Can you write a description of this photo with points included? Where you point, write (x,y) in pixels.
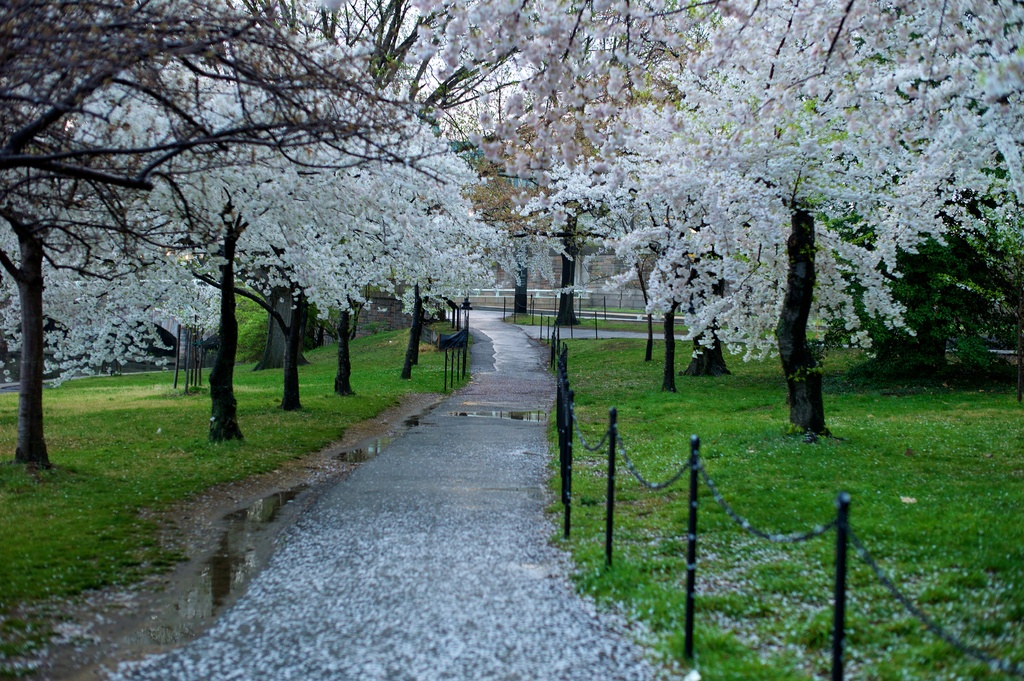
This image consists of flowers (394,558) on the road (417,539), water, fence (607,548), grass (194,471), trees (21,221), building (598,243) and the sky (274,20). This image is taken may be in a park (254,491).
